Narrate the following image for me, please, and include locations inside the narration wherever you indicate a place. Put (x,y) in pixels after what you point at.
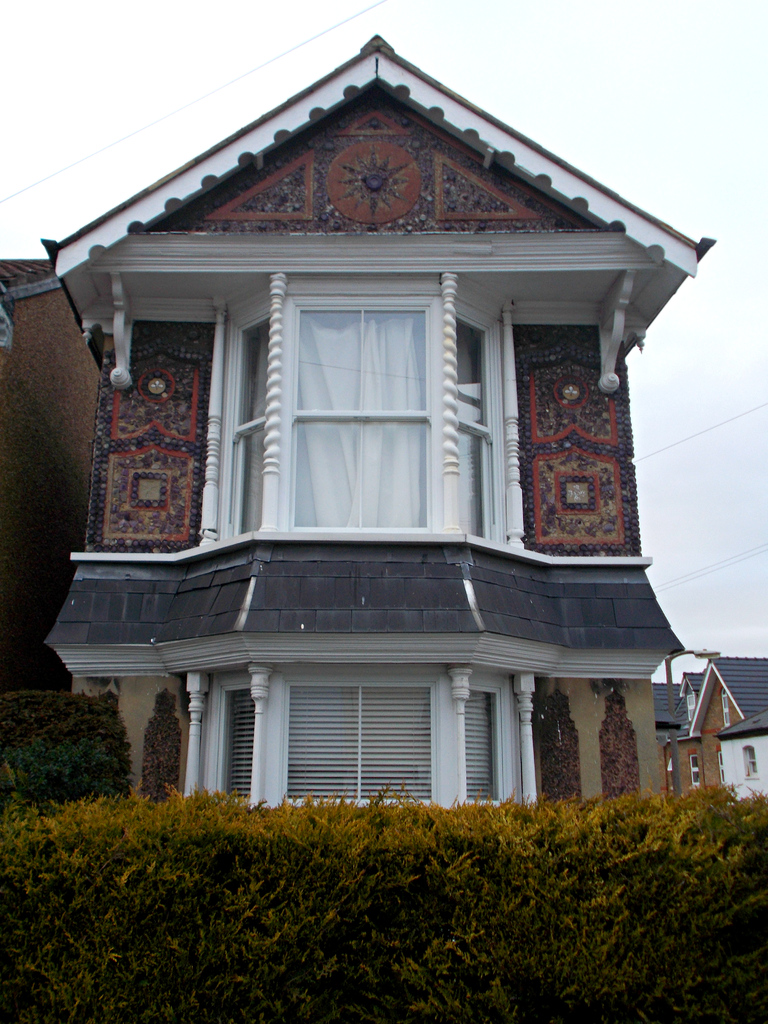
In this image we can see some houses (404,642) with roof (446,589) and windows (308,458). We can also see a group of plants (508,900), wires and the sky (678,325) which looks cloudy.
